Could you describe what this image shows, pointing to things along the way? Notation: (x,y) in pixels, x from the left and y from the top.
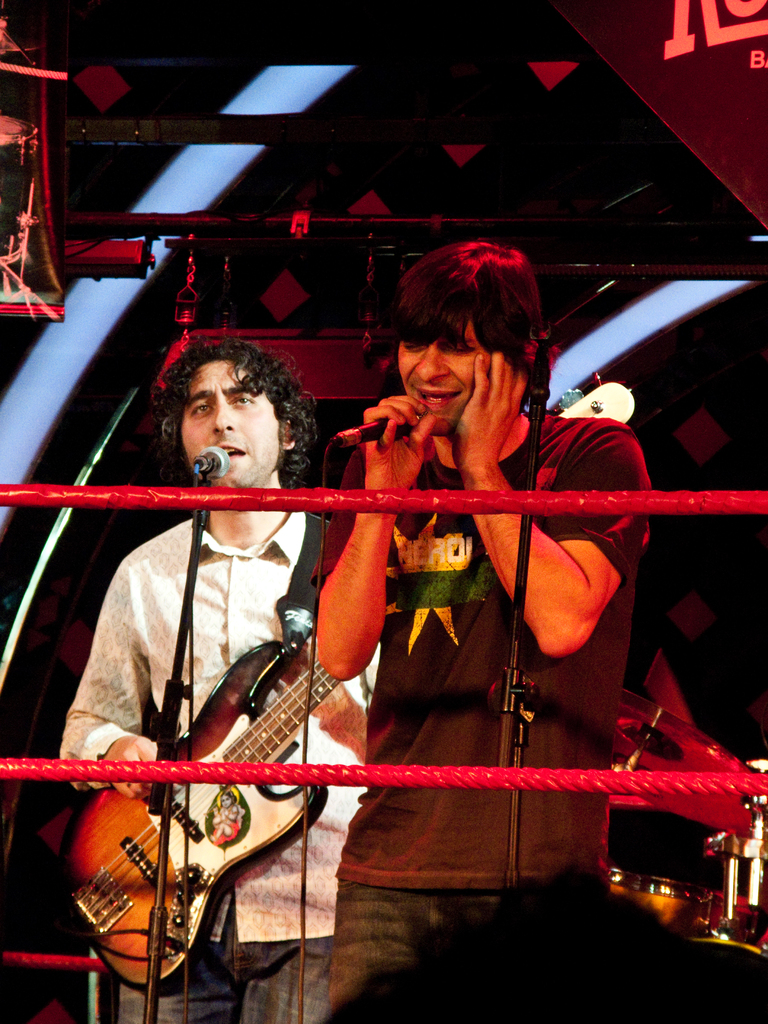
We can see two persons (550,530) standing in front of a mike (189,641). This man (210,687) is singing and he is playing a guitar (189,867).
